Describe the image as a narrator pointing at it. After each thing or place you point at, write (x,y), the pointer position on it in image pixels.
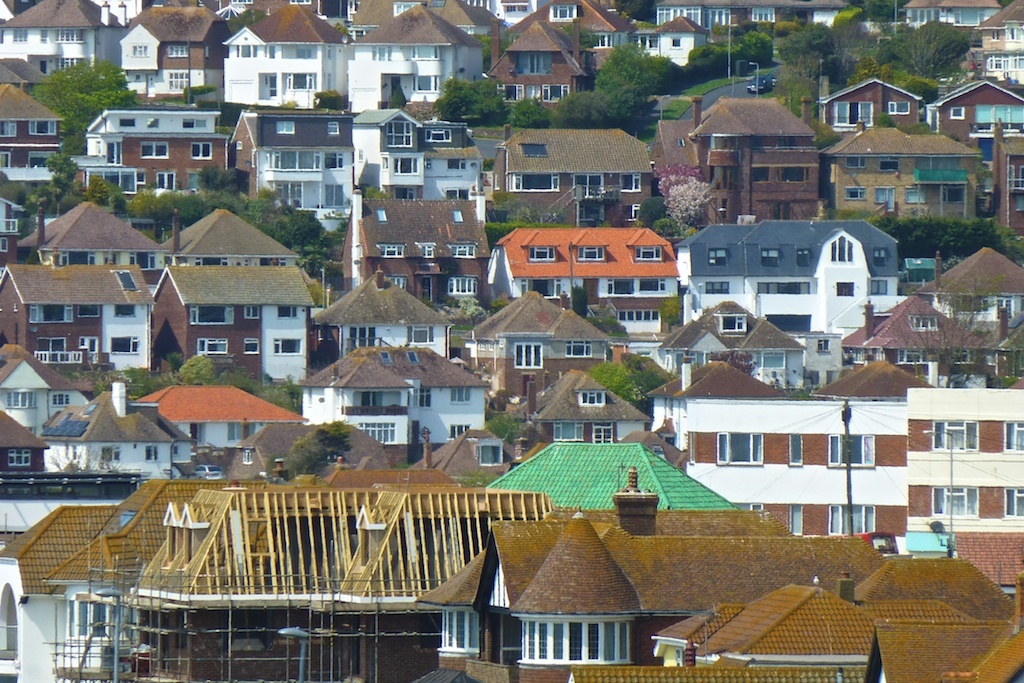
Here we can see buildings (425,623) with windows (235,430) and trees (836,61).
